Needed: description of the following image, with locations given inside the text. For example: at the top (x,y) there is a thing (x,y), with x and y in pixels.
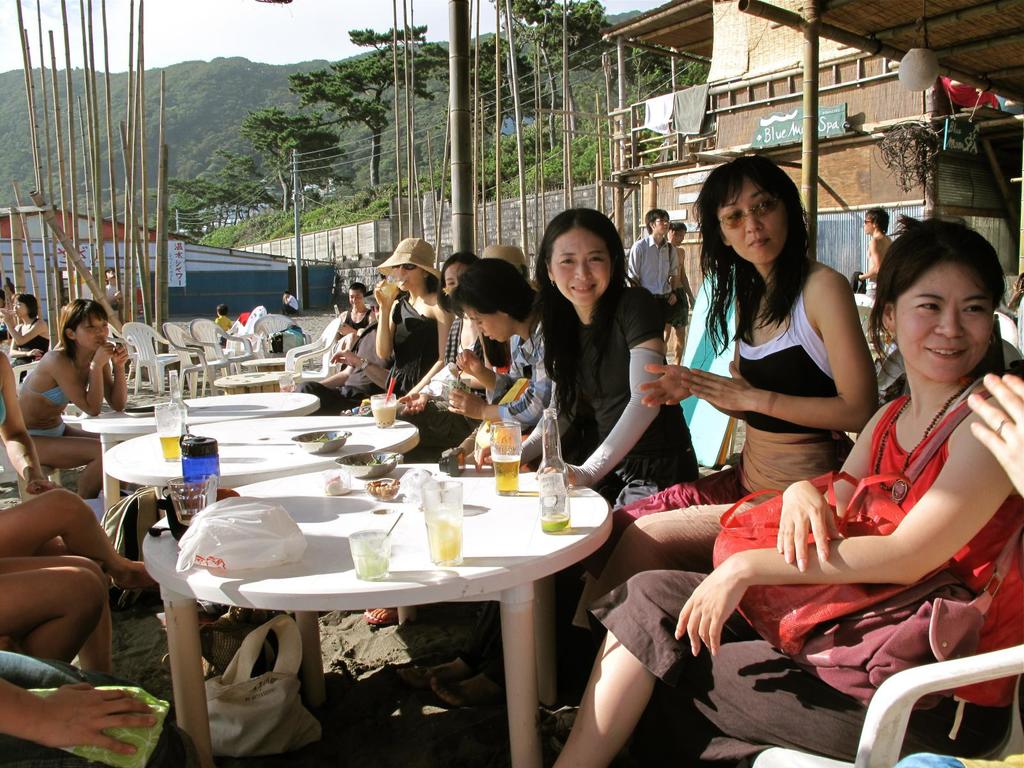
Here we can see a group of people (420,375) are sitting on the chair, and in front (398,483) here is the table (352,514) and glasses (365,545) and some objects (380,498) on it, and here are the trees (372,85), and here are the bamboo sticks (83,122).
